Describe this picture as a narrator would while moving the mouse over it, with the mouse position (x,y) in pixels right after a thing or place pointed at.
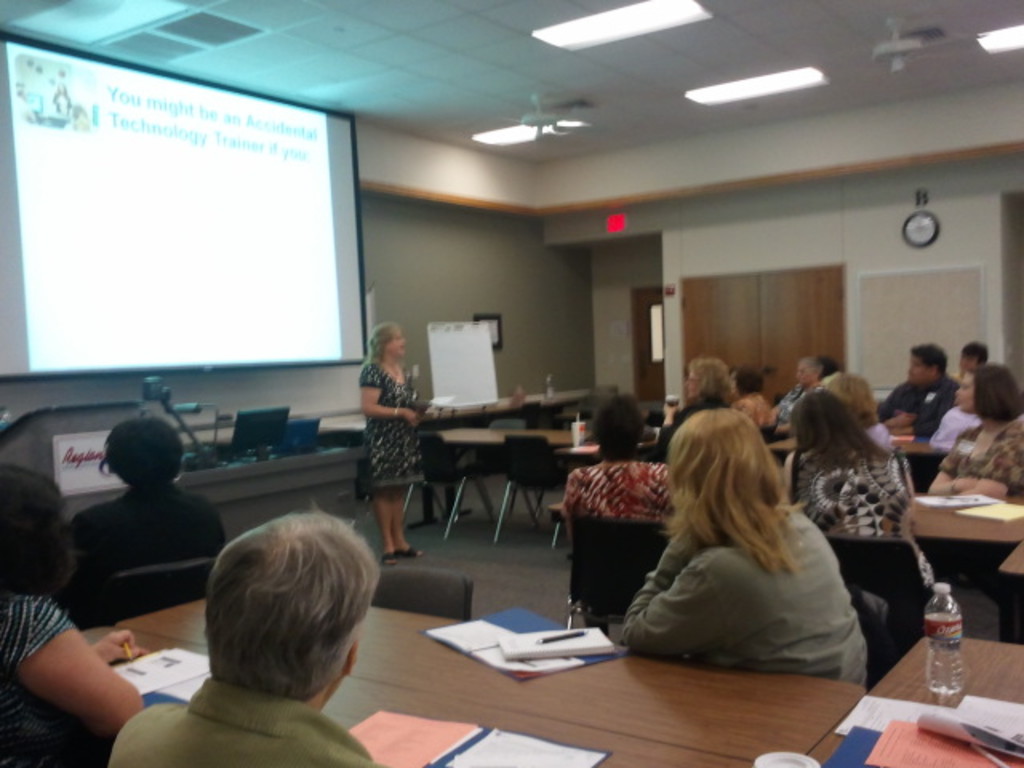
In this image, There are some tables (589,688) which are in brown color, There are some books (899,709) on the tables (474,677), There are some people (771,637) sitting on the chairs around the tables (948,516), In the background (368,393) there is a woman (404,487) standing and she is speaking something, There is power point projection (54,277) in the background (151,244) which in white color, In the top (471,88) there is a white color roof (407,88).
